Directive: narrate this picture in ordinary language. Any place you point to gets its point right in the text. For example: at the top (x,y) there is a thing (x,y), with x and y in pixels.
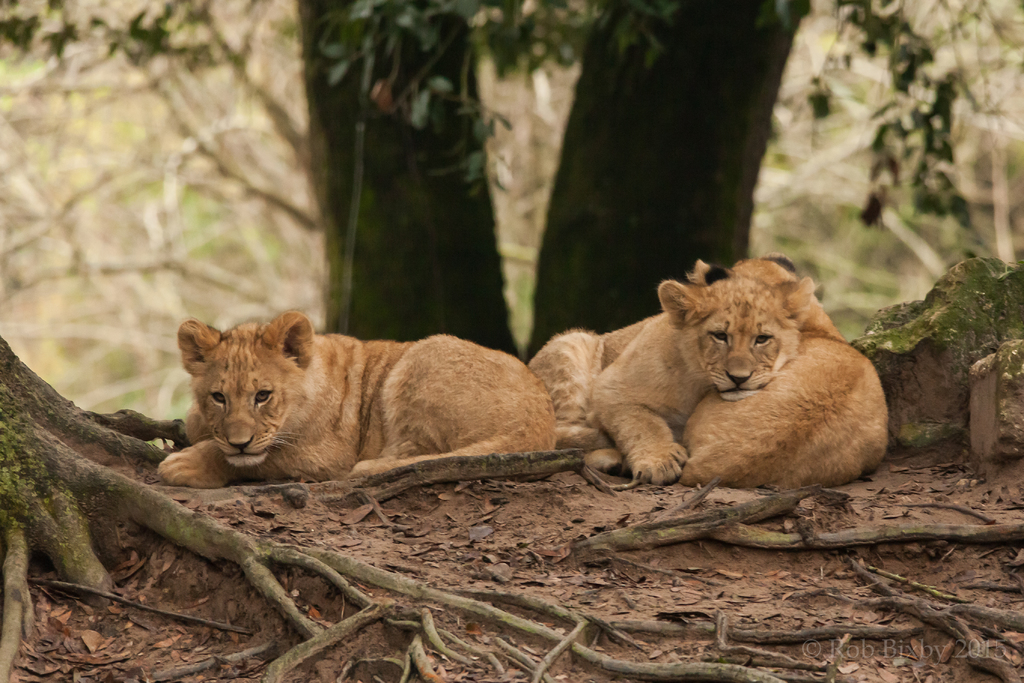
Here in this picture we can see lion cubs (593,422) present on the ground (398,500) and we can see plants (263,241) and trees (400,198) also present and we can also see rock stones (991,293) present.
